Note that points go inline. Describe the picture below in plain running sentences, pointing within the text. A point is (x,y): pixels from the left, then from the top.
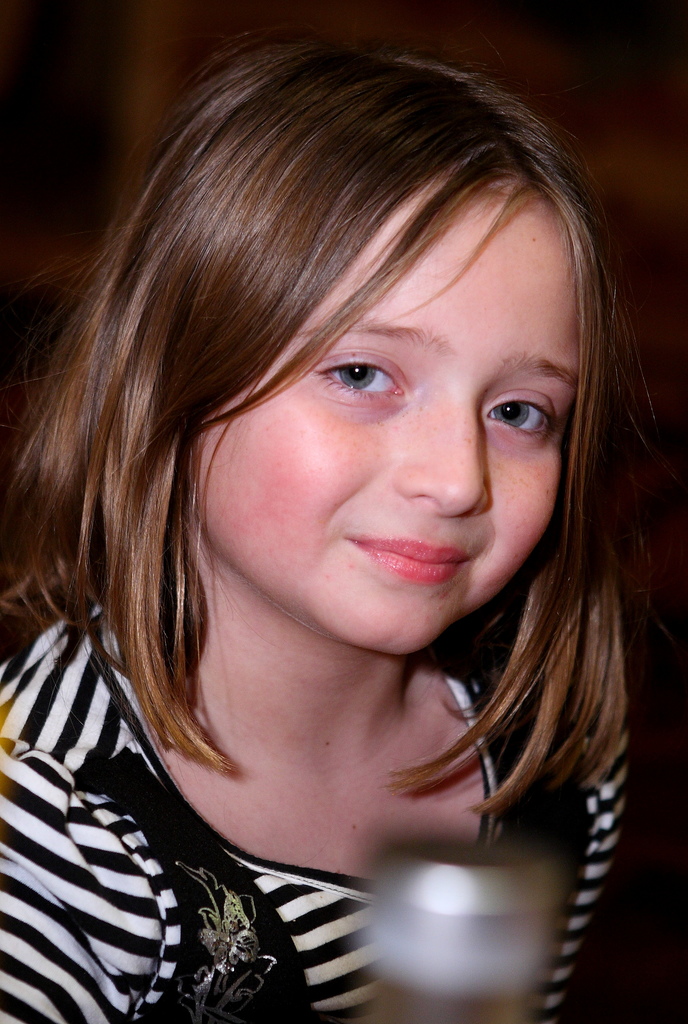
In this image we can see a girl (415,179) wearing black and white color dress (166,824) is smiling. The background of the image (155,44) is dark and this part of the image is slightly blurred.
